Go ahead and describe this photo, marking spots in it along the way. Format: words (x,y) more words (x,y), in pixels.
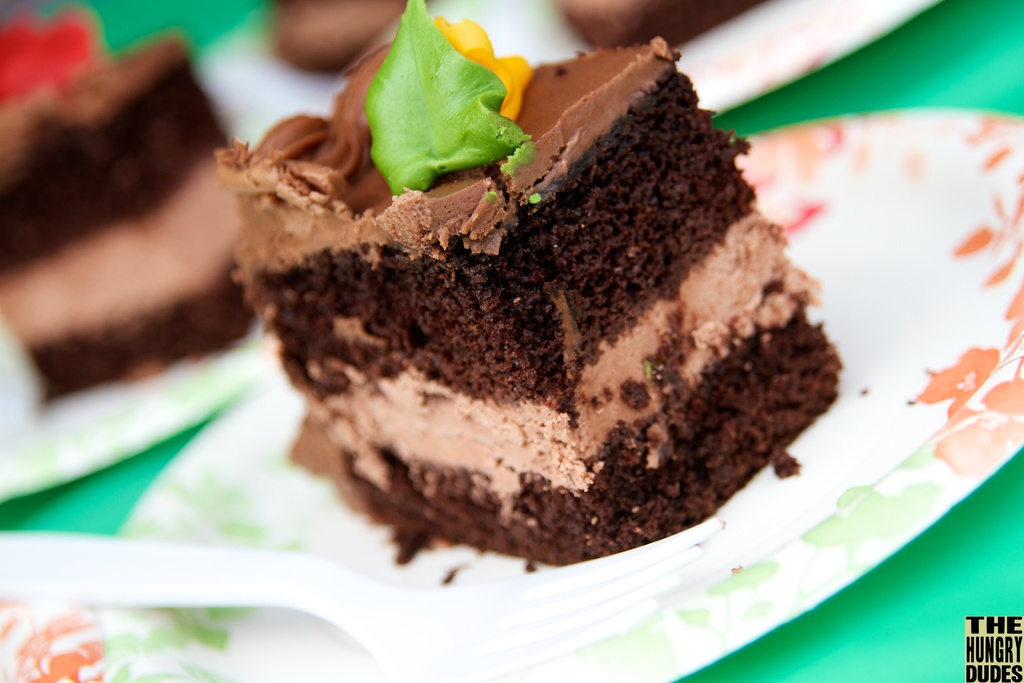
In this image, we can see a yummy cake piece (586,395) on the plate (765,505). Here we can see a fork (367,620). Background (15,307) we can see a blur view. Here we can see cake pieces (147,146). Here we can see a surface (903,615). Right side (990,651) bottom corner, there is a watermark (994,635) in the image.
